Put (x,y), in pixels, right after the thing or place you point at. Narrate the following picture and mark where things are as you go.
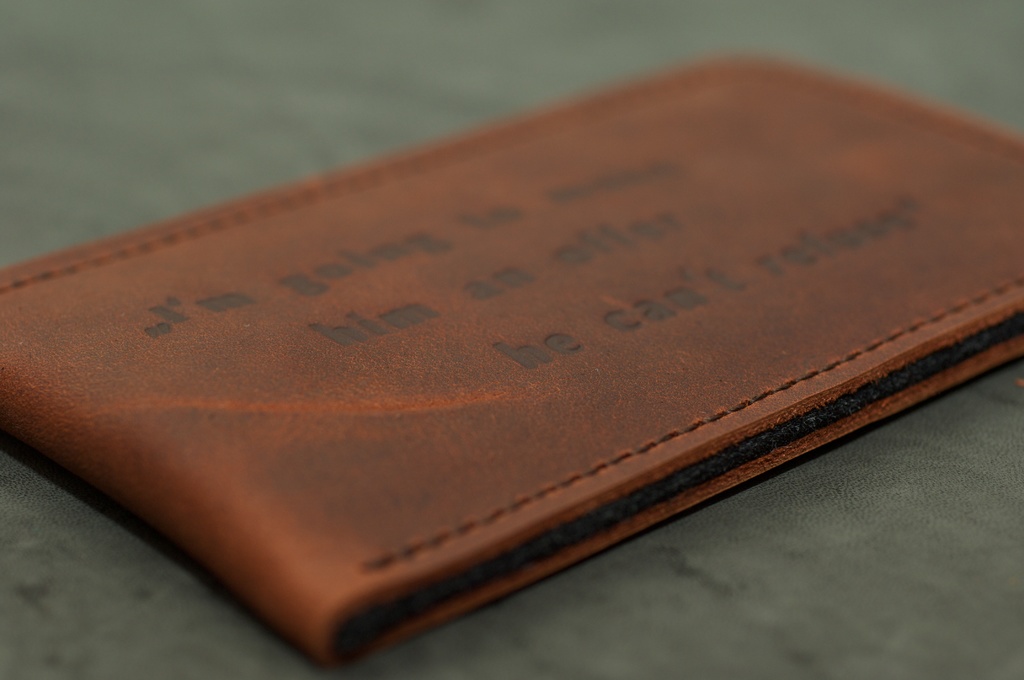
In this image, we can see a leather object (540,456) with some text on the surface (716,335).
